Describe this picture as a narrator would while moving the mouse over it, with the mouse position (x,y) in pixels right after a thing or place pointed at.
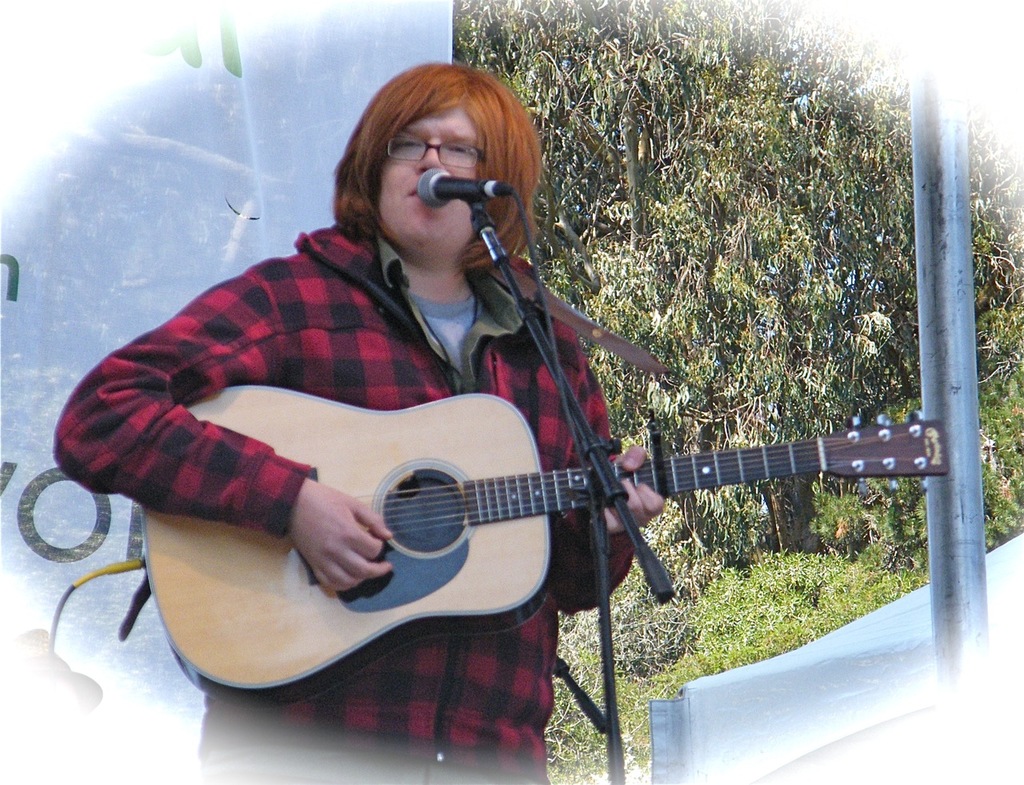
This person (406,207) is playing a guitar (468,513) and singing in-front of mic (498,192). Far there are number of trees (685,158). This is pole (962,322).
